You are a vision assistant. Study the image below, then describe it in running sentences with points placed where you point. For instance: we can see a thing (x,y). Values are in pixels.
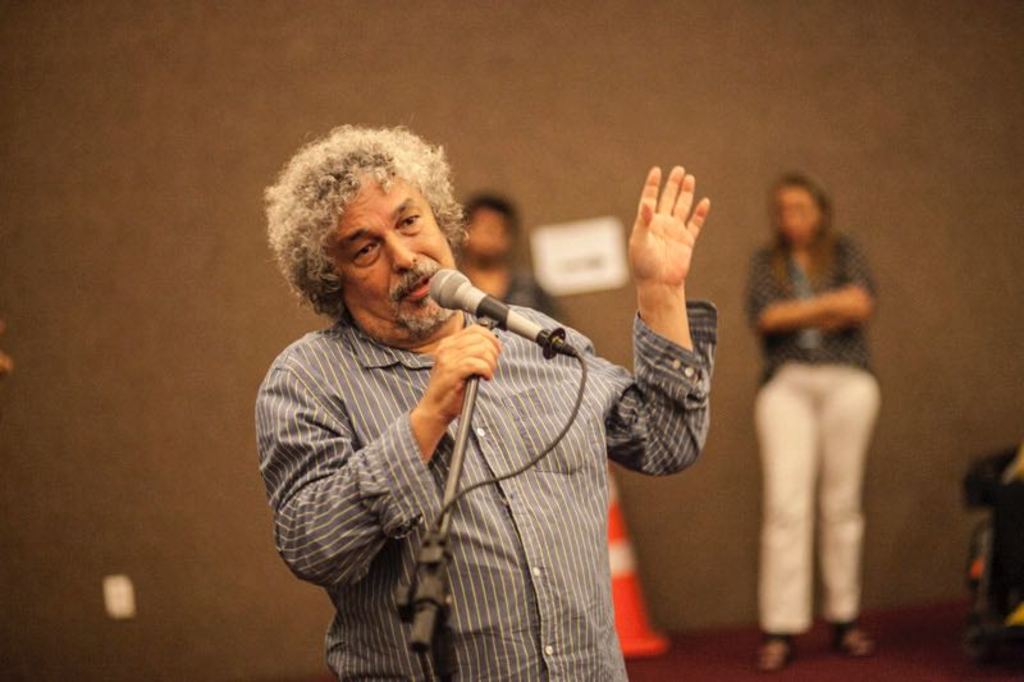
In the foreground of this image (365,533), there is a man (356,515) holding a mic stand (436,627). In the background (823,296), there are two persons (845,321) standing, a traffic cone (634,617) and the wall (645,93).
